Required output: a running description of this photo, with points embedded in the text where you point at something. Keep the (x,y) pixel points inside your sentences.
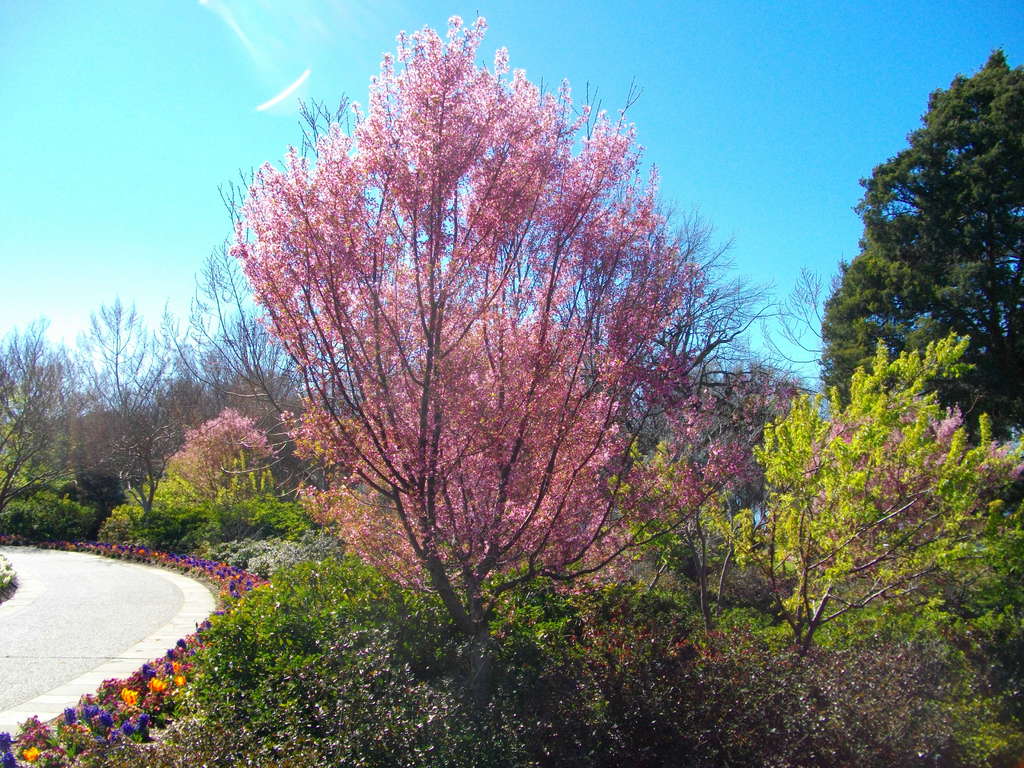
In this image I see trees (512,396) and I see plants (237,565) on which there are flowers (173,554) which are of different in colors and I see the path (97,571) over here. In the background (540,24) I see the blue sky (180,256).
